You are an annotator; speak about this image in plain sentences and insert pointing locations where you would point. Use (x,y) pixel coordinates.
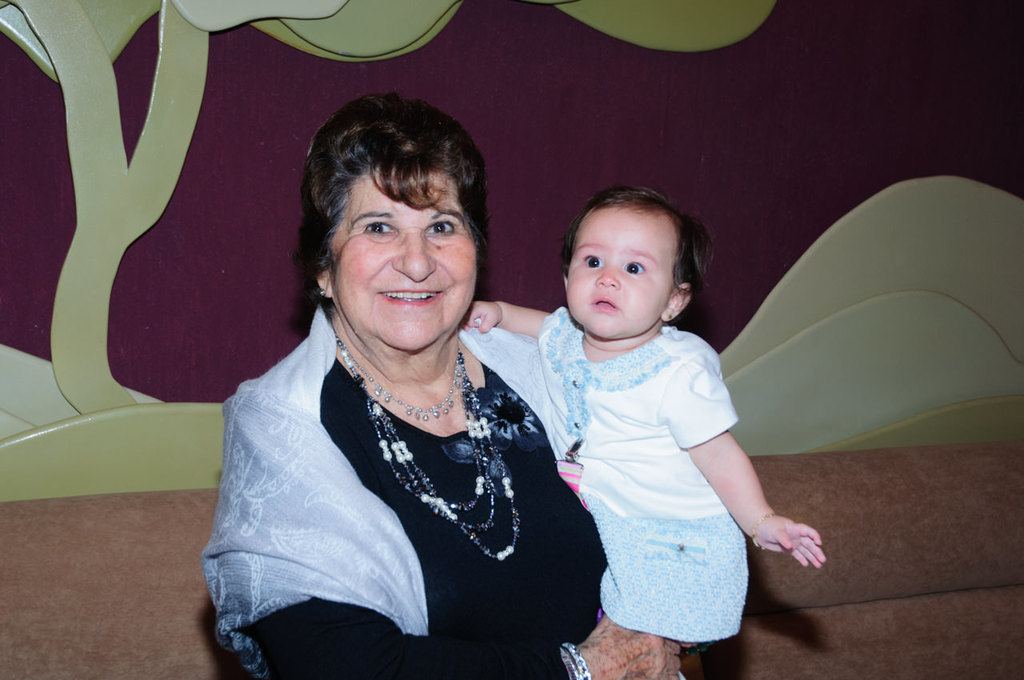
In this image I can see there is a woman (370,192) sitting and carrying a child (670,419). She is smiling and wearing a necklace (468,427) and there is a wall (32,224) in the background (80,209) and there is a design (150,193) on the wall (133,349).
